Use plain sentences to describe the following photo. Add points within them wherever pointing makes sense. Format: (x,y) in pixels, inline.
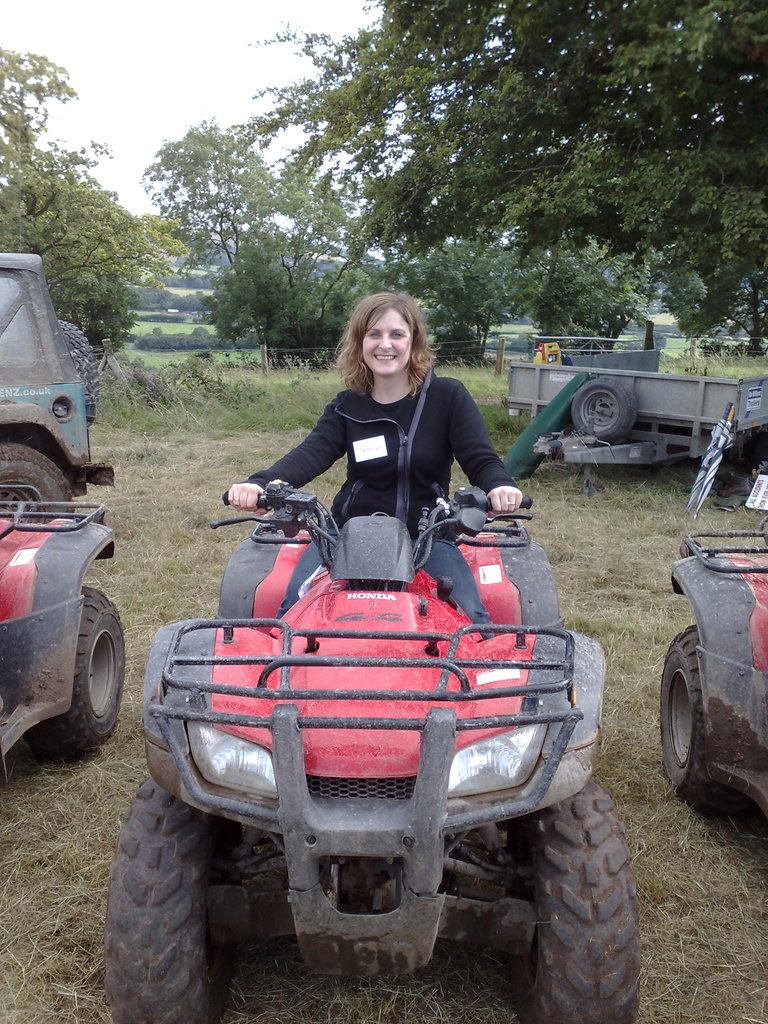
In the background (283,55) we can see the sky (229,48), trees (749,157), plants (217,344) and green grass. In this picture we can see the vehicles (463,875) and few objects (617,362). We can see a woman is giving a riding pose and she is smiling. At the bottom portion of the picture (723,964) we can see the dried grass (631,766).
